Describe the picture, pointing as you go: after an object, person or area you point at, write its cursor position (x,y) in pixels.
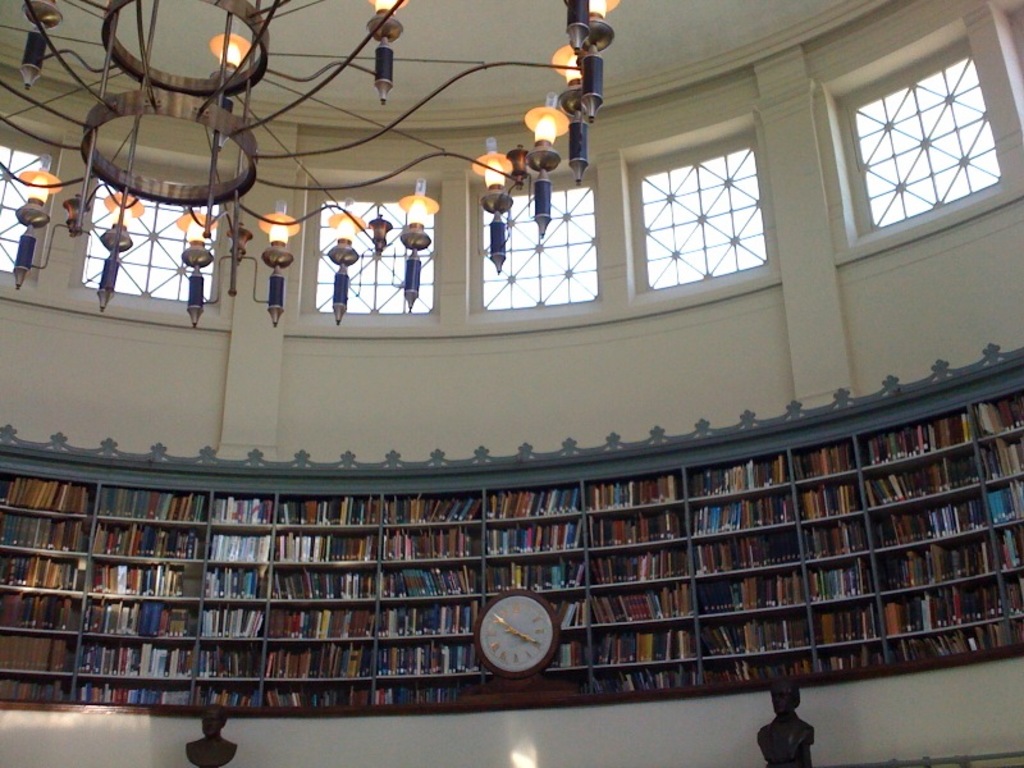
In this image I can see a clock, books (496,504) in a shelf (531,475), wall (756,391) and a chandelier (342,303) on the rooftop (635,13). This image is taken may be in a library (432,385).
